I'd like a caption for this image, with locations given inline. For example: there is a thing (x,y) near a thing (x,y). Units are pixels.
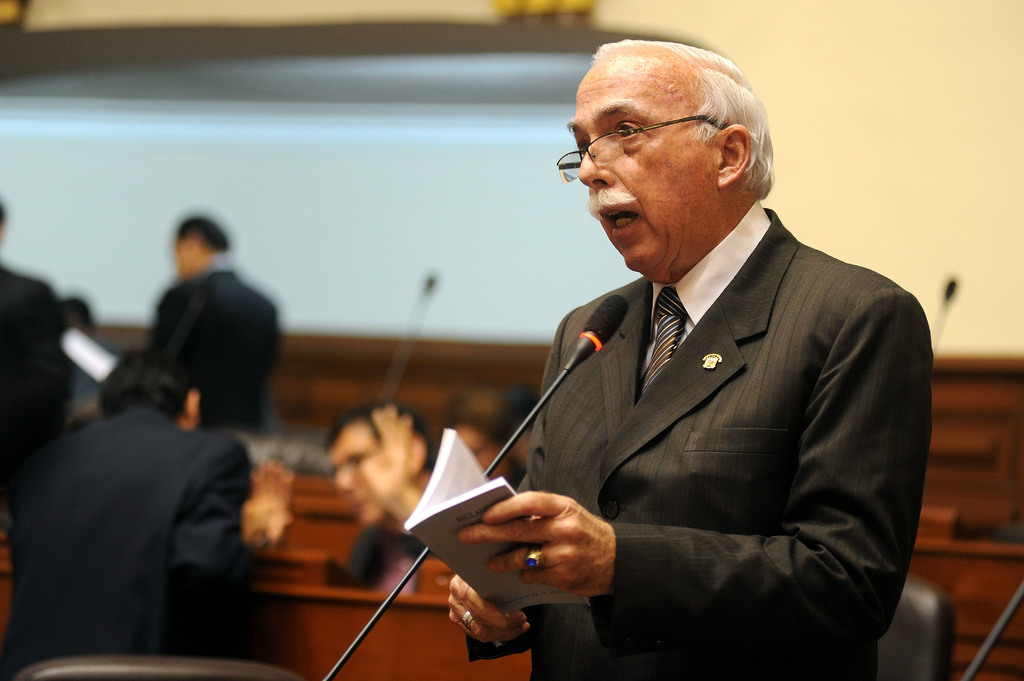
In this image we can see a man (689,303) is standing and he is wearing coat (722,441). In front of him mic (578,364) is there. He is holding book (471,551) in his hand (512,557). Behind few men (164,450) are present.
